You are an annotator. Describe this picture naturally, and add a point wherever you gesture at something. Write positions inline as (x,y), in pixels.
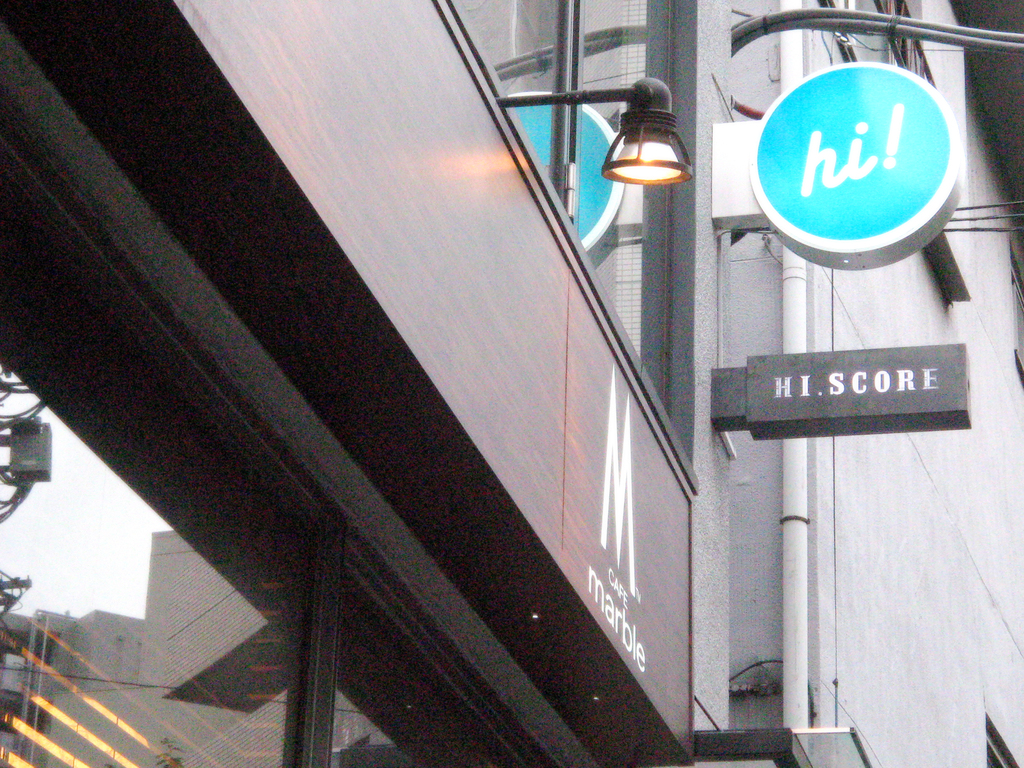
This picture is clicked outside. On the left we can see the text (626,570) and a lamp (623,131) attached to the pole (625,97). On the right (880,252) we can see the boards (845,383) on which we can see the text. In the background (993,178) we can see the building (998,283), sky (53,546) and some other objects (28,581).
